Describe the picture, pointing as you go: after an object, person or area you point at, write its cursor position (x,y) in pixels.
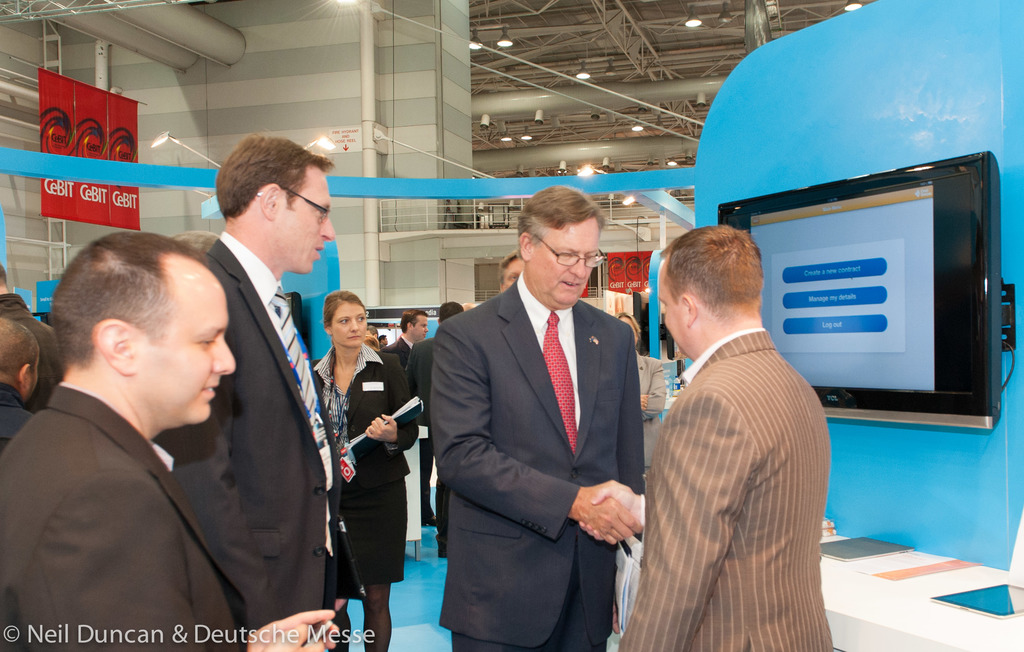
In the picture we can see group of people (253,522) standing, on right side of the picture (786,251) there is screen (855,261) which is on the wall (890,134) and in the background of the picture (599,125) there are some iron rods (638,38), top of the picture (489,80) there is roof (676,27), there are some lights (635,124).
